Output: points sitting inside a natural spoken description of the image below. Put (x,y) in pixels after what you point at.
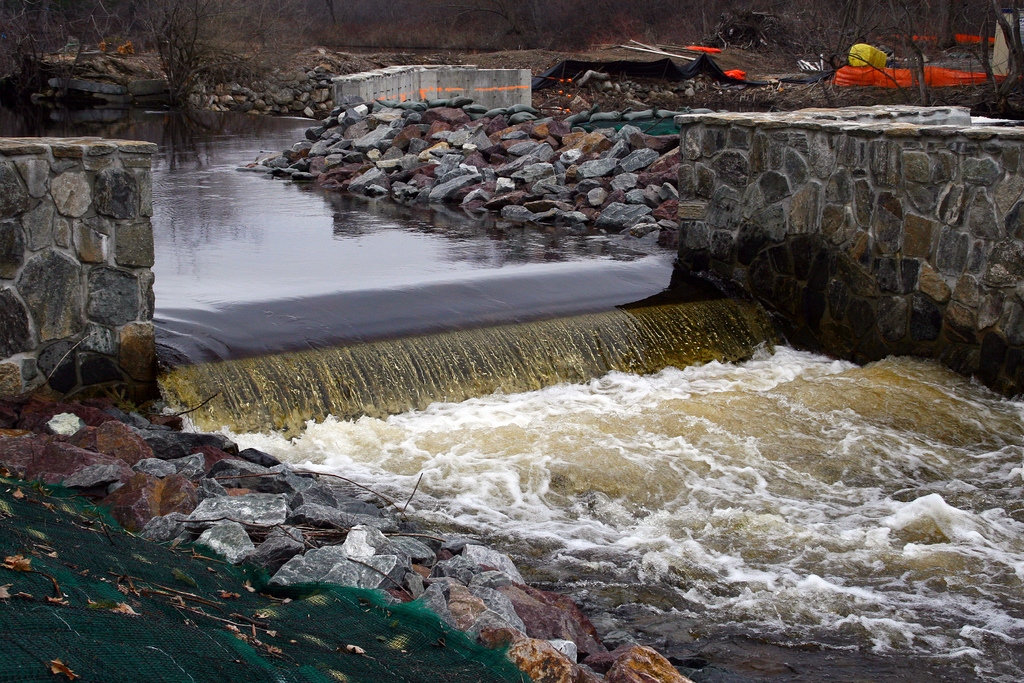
Here in this picture we can see water (285,271) flowing over a place (276,278) and we can see stones (342,512) present here and there and we can see walls (844,185) also present and in the far we can see some tents (671,64) present and we can see plants (184,81) and trees (70,29) present in the far all over there.
